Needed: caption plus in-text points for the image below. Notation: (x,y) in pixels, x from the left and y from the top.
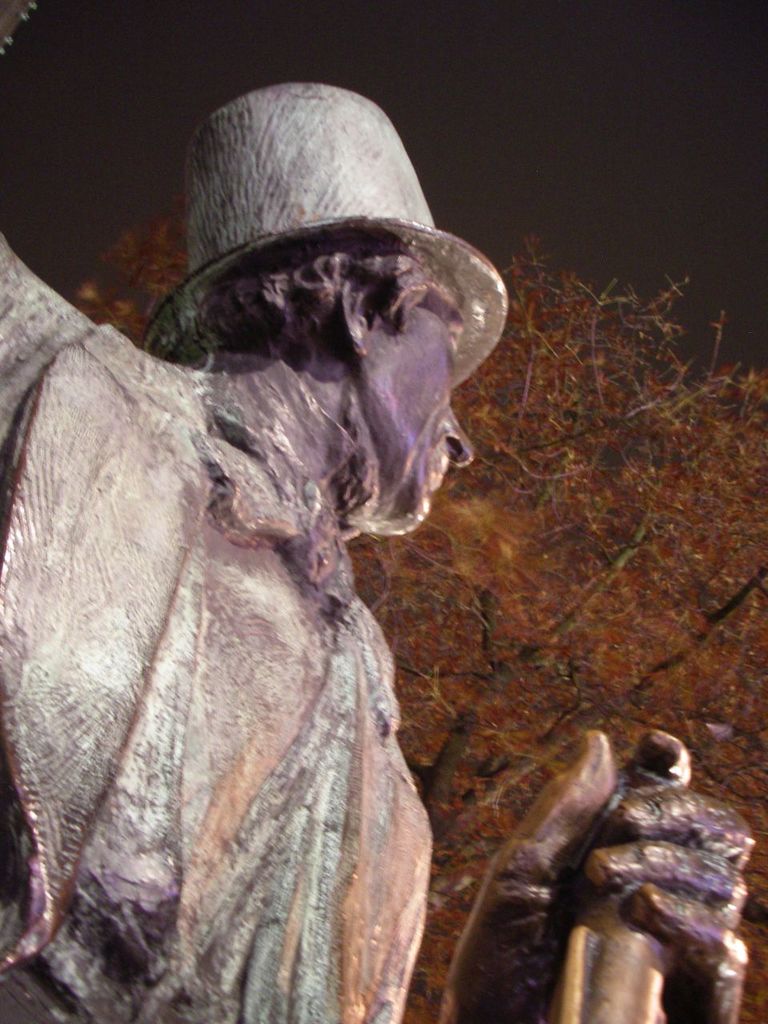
Here I can see a statue (231,526) of a person (213,623) holding an object (606,999) in the hand (633,837). In the background (561,539) there is a tree (510,616).
